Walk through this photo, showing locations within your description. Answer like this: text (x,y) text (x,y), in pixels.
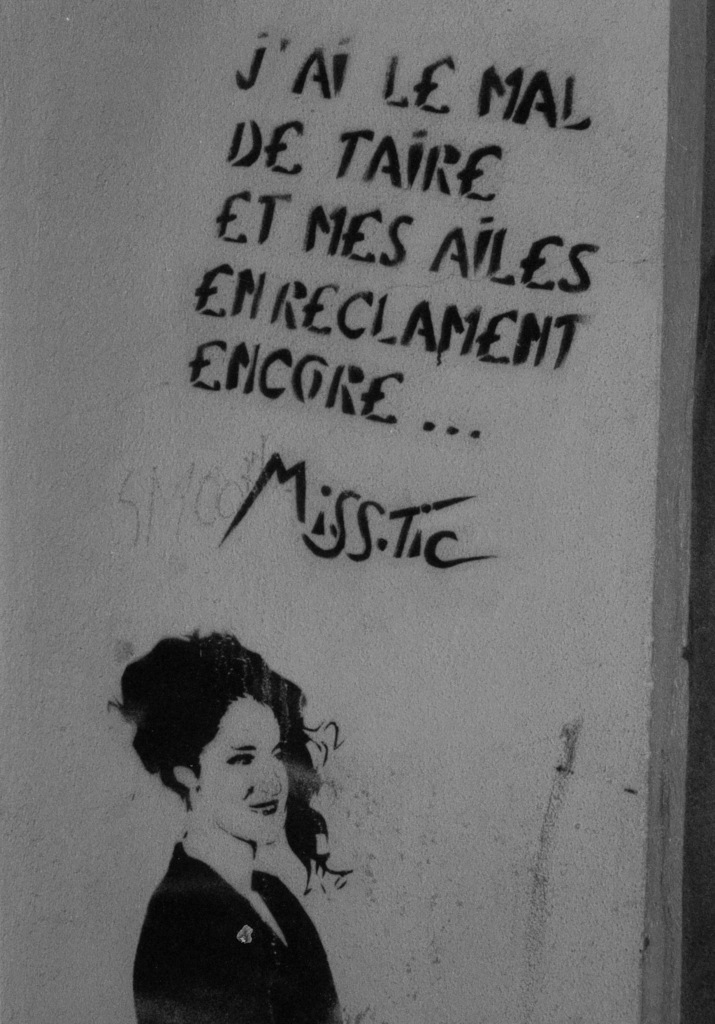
In this image I can see the person (259,882) on the wall (473,861). And I can see the text (204,513) written on the wall (418,527). The wall (445,754) is in ash color.
